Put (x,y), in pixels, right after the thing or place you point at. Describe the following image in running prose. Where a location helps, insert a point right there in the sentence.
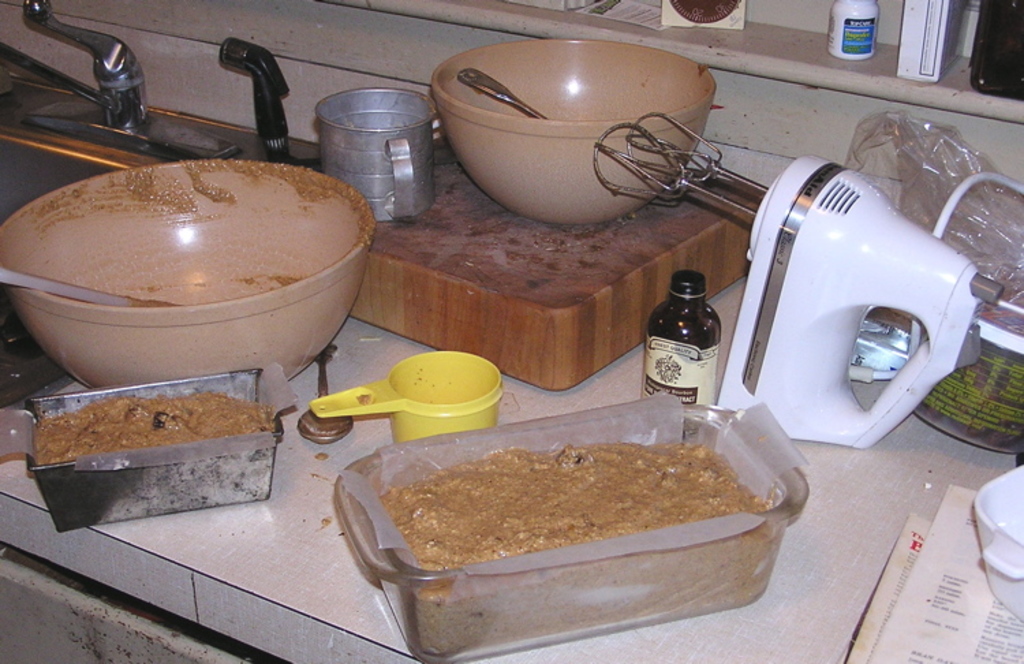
In this image I can see the countertop (355,626). On the counter top (191,531) there are some bowls (341,248), bottle (689,323), cups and the white color electronic gadget (788,318) and the paper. To the left (54,170) I can see the tap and the sink (41,182). In the back (915,55) there are few more objects (919,78) on the shelf (711,54).
